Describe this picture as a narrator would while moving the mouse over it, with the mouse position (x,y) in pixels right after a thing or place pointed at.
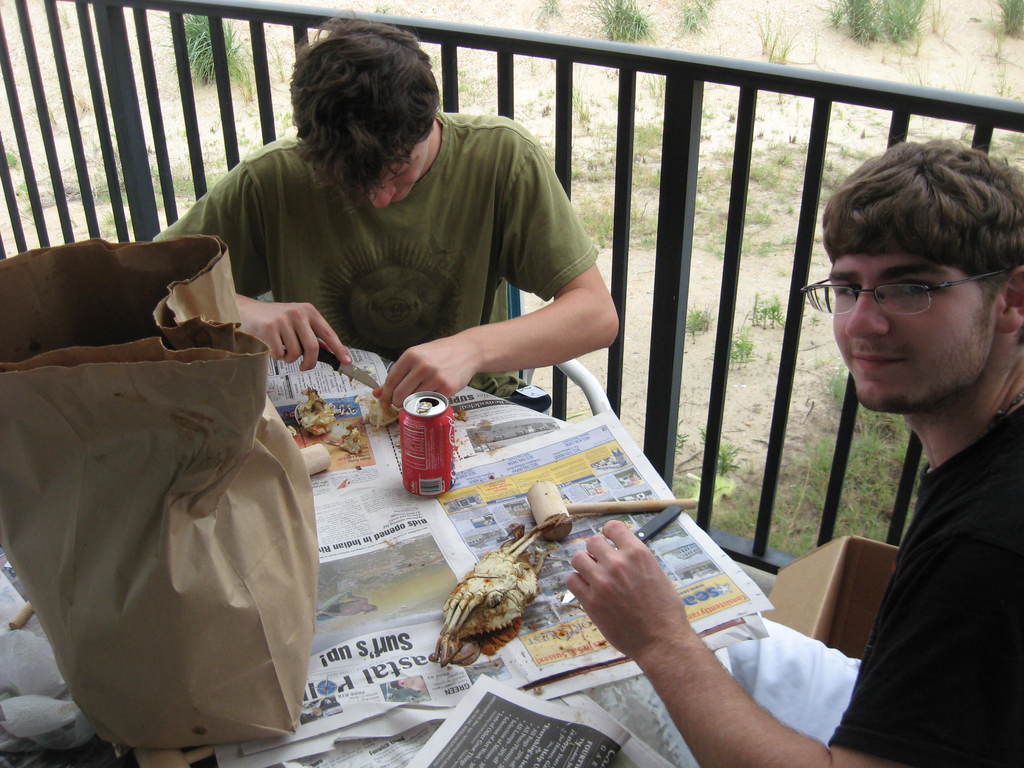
This 2 persons (976,516) are sitting on a chair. In-front of this 2 persons (473,386) there is a table (493,584). On a table (441,691) there is a bag (199,534), newspaper (348,504), tin (430,467) and hammer (555,514). This person (441,305) is holding a knife (329,349). This is fence (455,51) in black color.
